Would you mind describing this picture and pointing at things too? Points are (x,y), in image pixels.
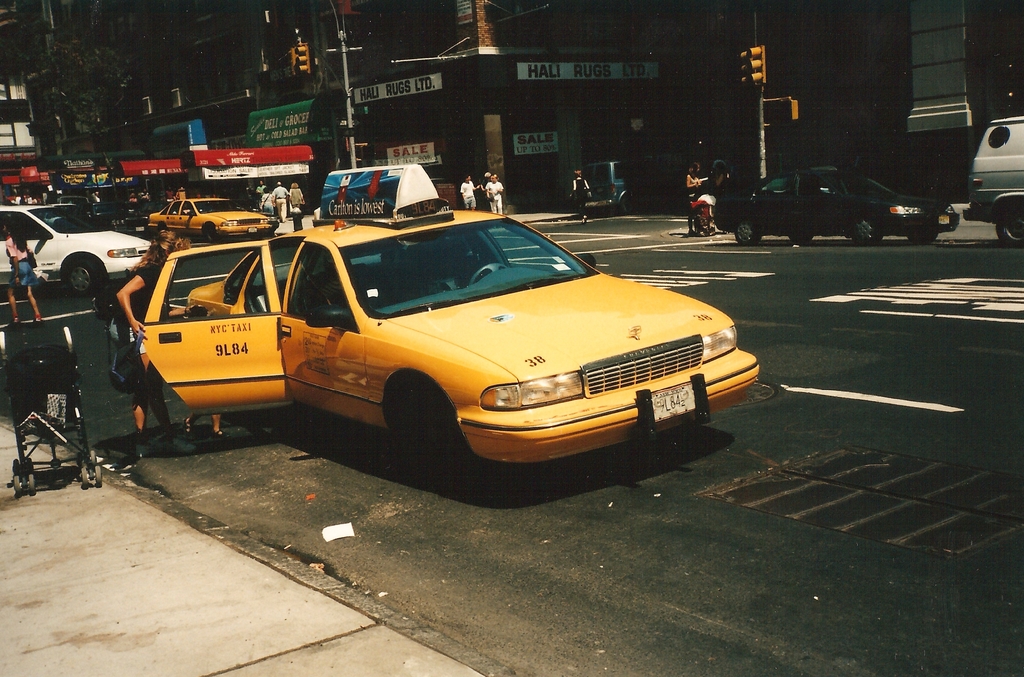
In this image in the front (375,338) there is a car (387,340) which is yellow in colour and in the background (51,263) there are persons (139,319), there are cars (262,215) and there are buildings (449,102), poles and on the buildings (253,111) there are boards (307,127) with some text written on it and there is a tree (90,78). On the left side (52,379) there is a trolley (45,406) which is black in colour.
